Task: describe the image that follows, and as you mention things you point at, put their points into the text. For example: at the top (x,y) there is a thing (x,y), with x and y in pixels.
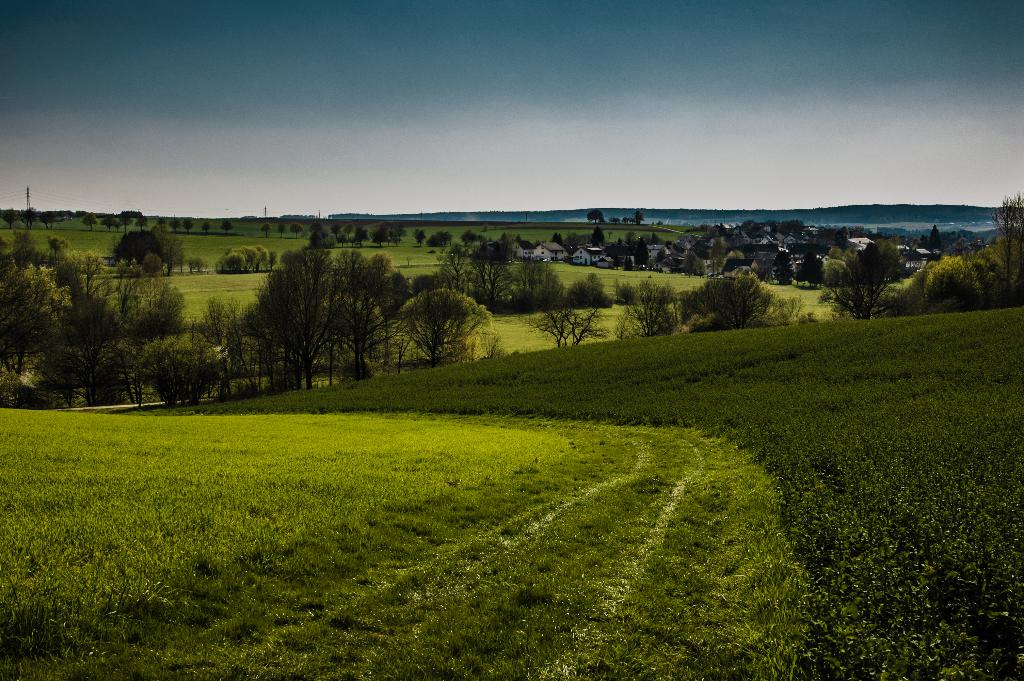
In this image we can see there are houses (744,270), plants (641,446), trees (541,277) and the sky (734,60).
